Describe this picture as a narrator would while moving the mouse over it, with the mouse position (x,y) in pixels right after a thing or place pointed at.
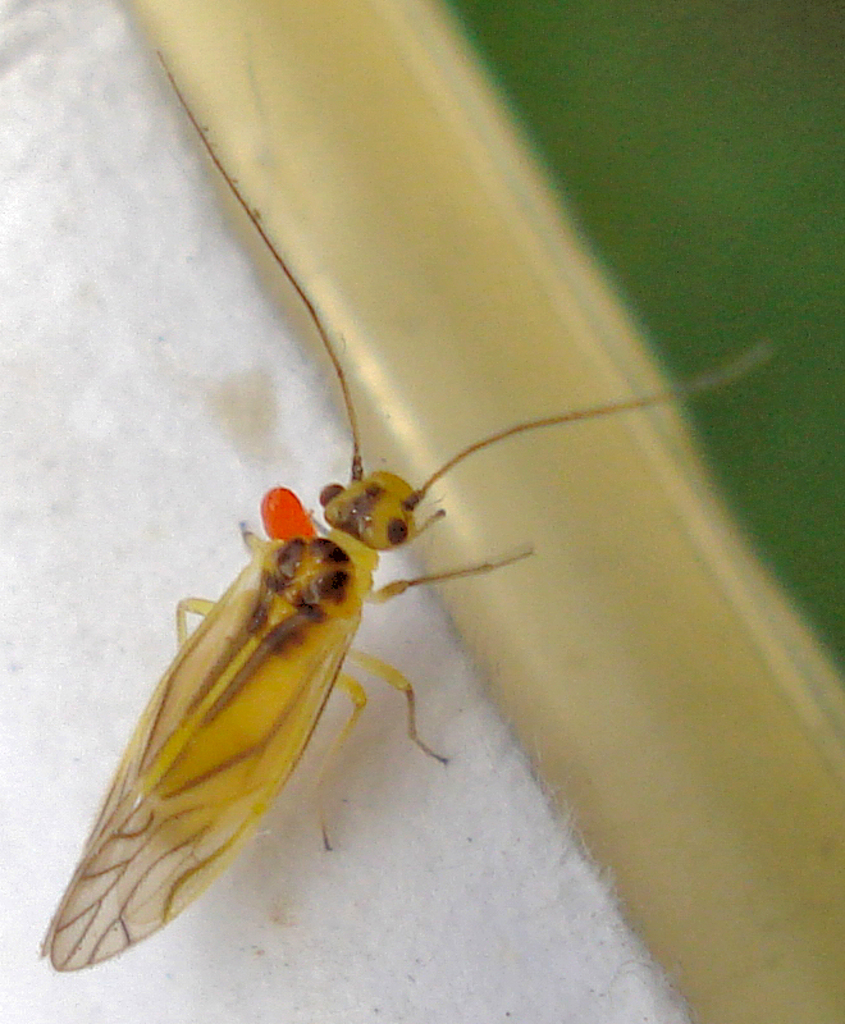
Here in this picture we can see a Net-winged insect (330,590) present over a place.
